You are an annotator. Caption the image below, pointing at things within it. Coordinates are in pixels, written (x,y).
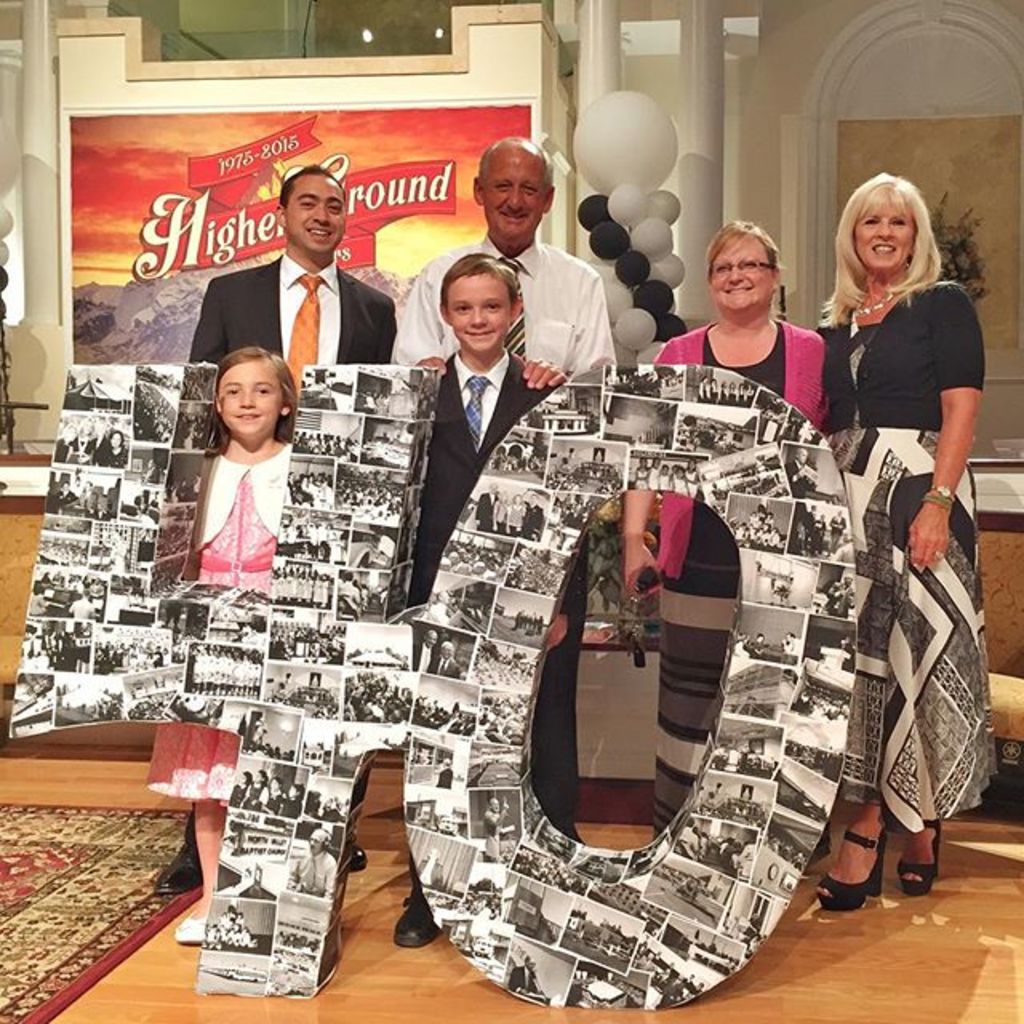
In this image there are two men (511,240) standing, there are two women (866,434) standing, there is a boy (491,302) standing, there is a girl (224,563) standing, there is a wooden floor (403,978) towards the bottom of the image (946,980), there is a mat (87,869) towards the left of the image (60,932), there is a number forty (345,685), there are balloons (635,304), there are pillars (706,118), there is a board (346,188), there is text (167,261) on the board (229,216), there are numbers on the board (377,156), at the background of the image (926,143) there is a wall (1004,406).
